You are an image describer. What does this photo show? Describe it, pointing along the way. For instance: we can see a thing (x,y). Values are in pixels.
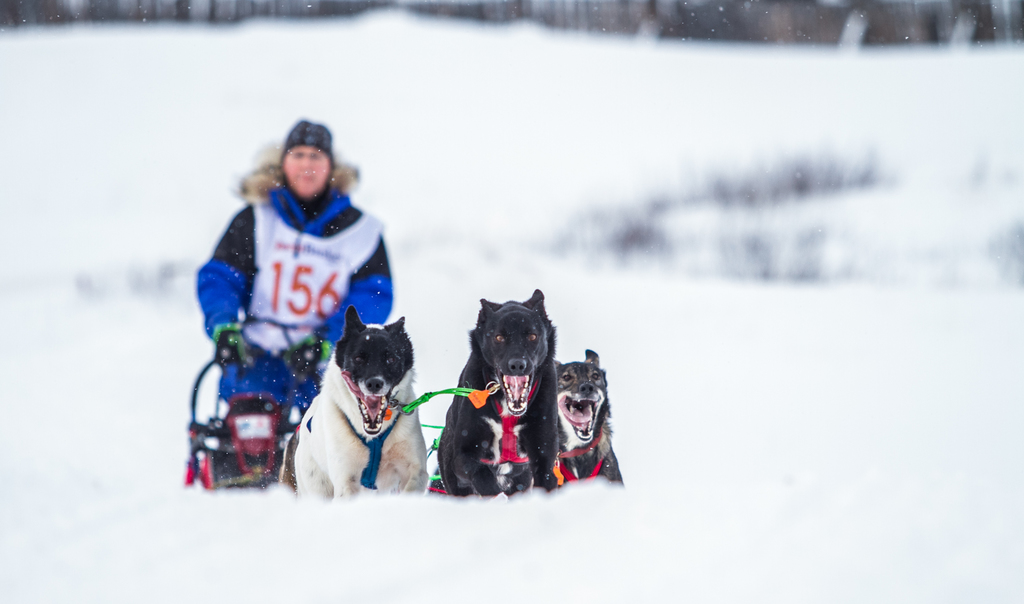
In this image there is a person (308,391) standing on the surface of the snow (54,524), in front of the person (329,301) there are three dogs (572,448).
